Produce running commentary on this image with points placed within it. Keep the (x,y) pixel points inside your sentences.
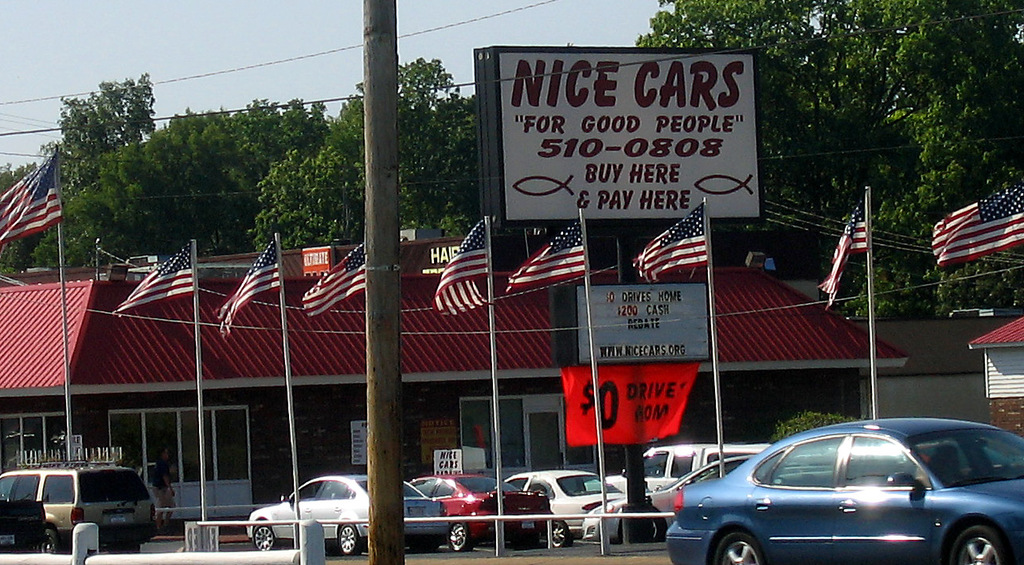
In this image there are cars (836,443) in a parking (117,543) and there are flagpoles (875,367), there is a board (616,181) on that board (523,68) there is some text (604,178), in the background (203,346) there are houses (480,420) and trees (251,195).
